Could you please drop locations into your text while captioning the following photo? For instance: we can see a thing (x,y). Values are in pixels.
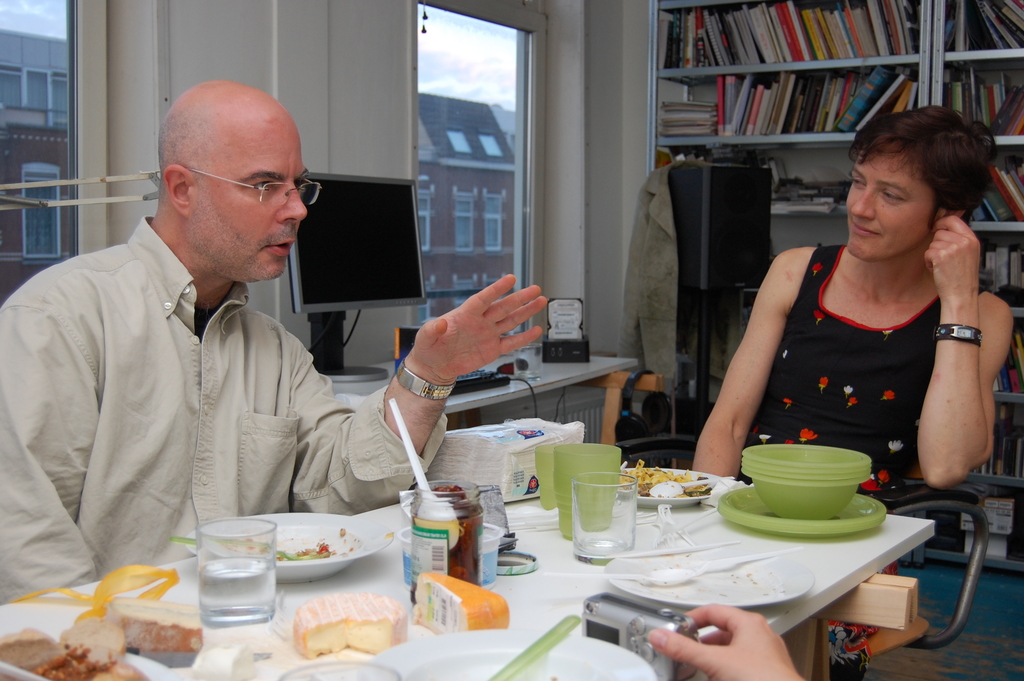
In this image i can see a man (195,347) and a woman (868,365) sitting on chairs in front of dining table (268,640). To the bottom of the image (721,631) i can see a person's hand (688,641) holding a camera (632,636). On the dining table (299,600) i can see food items (330,607), water glass (272,594), a plate (289,544) and a spoon (395,408). In the background (345,238) i can see a monitor (364,232), bookshelf (703,140), a window (504,151) and a wall (345,94).
